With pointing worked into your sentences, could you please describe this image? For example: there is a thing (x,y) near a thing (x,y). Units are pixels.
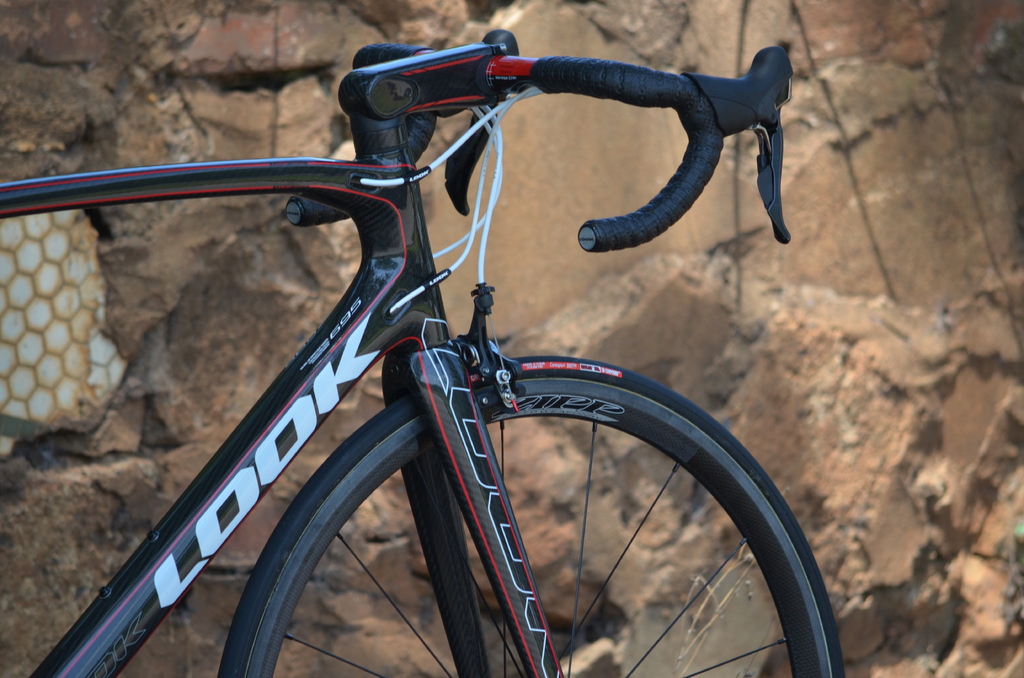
In this picture there is a bicycle (361,112) which is near to the wall (387,607). On the left (30,278) we can see the white object (51,349).
